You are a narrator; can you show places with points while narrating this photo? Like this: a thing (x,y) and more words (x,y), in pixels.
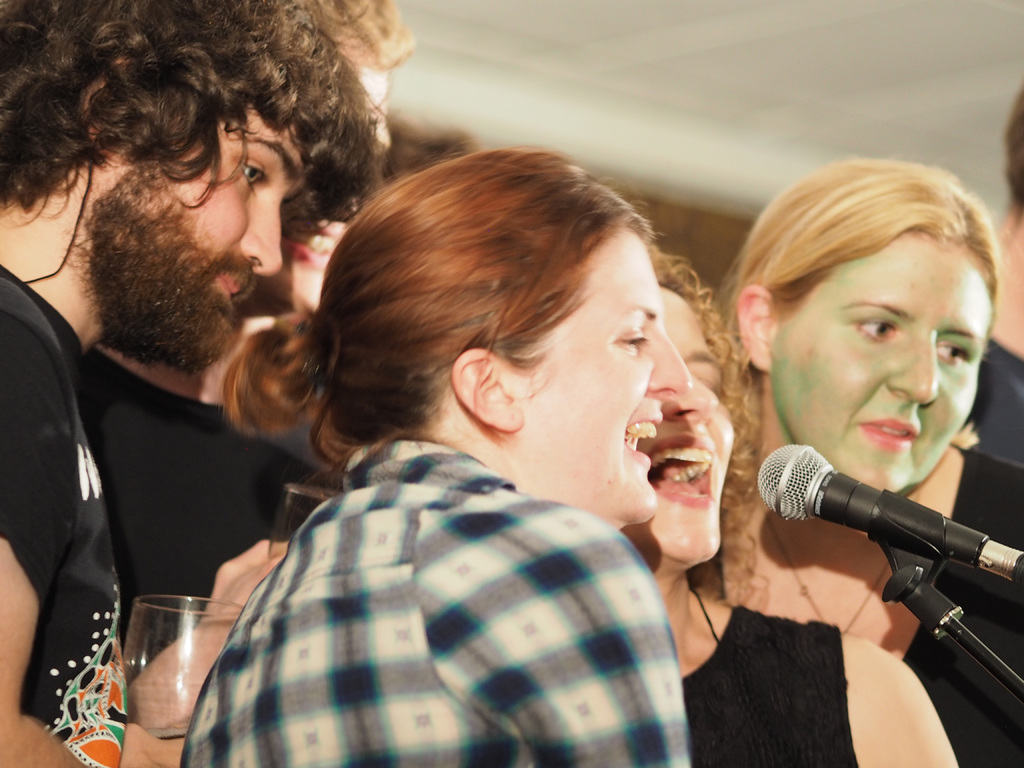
In the image I can see group of people (487,527) among them some are holding glasses (224,627) in hands (256,546). On the right side of the image (872,522) I can see a microphone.
